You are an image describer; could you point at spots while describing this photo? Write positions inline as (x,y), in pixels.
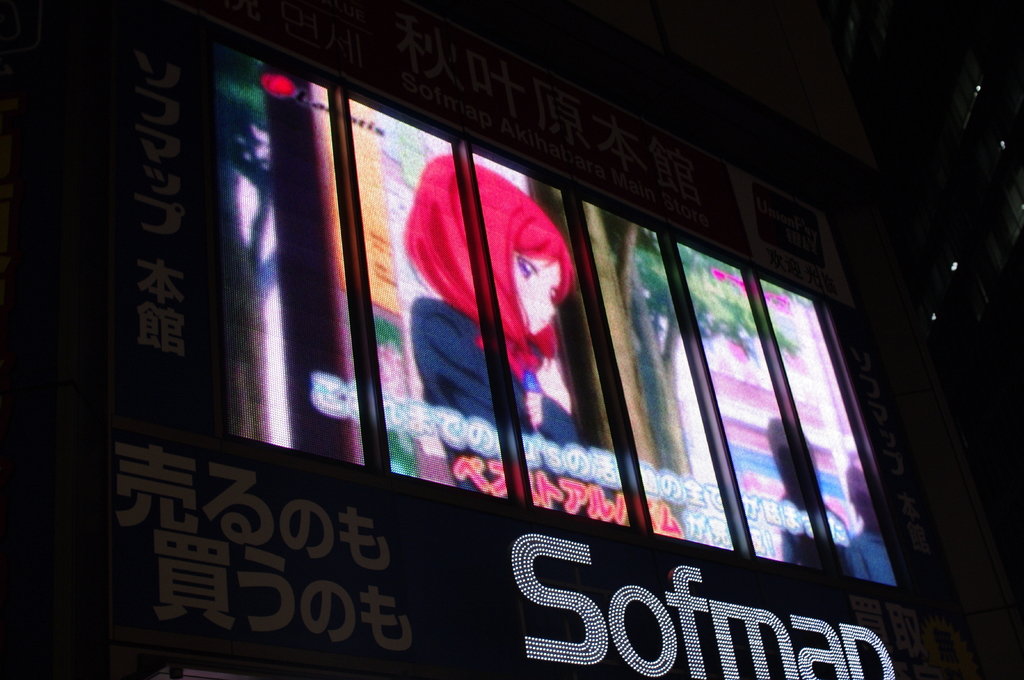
In this image we can see a banner board (399,356), on which one cartoon (516,349) is present.
